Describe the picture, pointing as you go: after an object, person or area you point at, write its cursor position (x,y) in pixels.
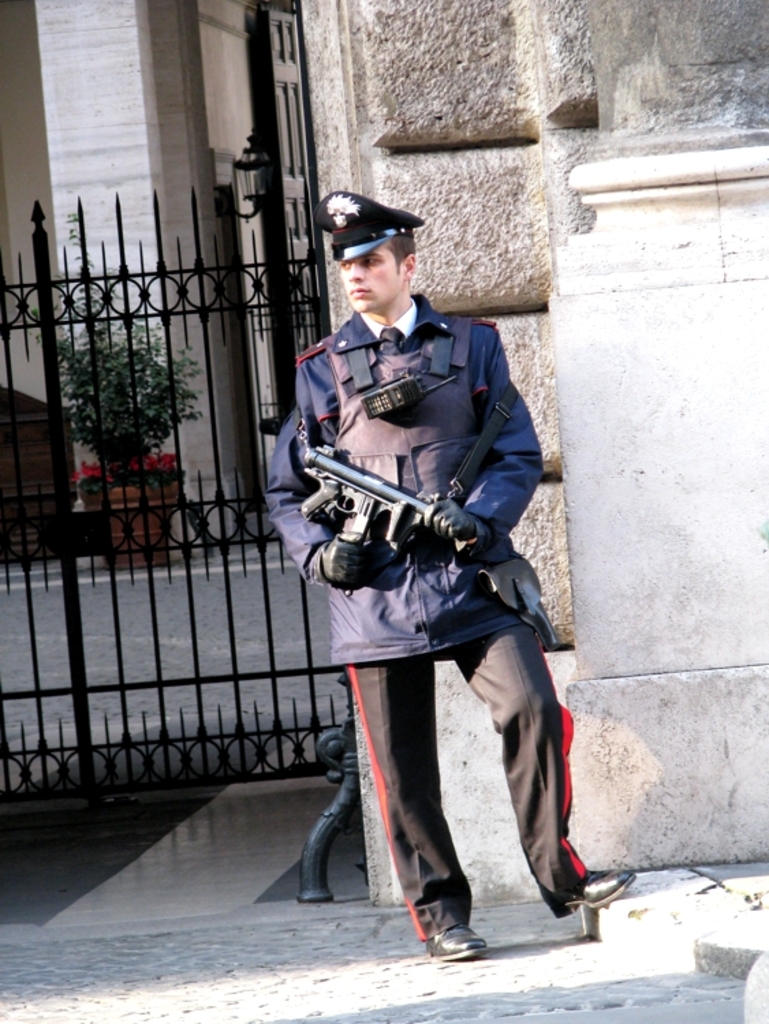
In this given picture, I can see a person (382,295) holding a gun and standing outside the building (463,716) and i can see a tree pot (133,475) and a door (279,34) and a iron grill (224,763).
